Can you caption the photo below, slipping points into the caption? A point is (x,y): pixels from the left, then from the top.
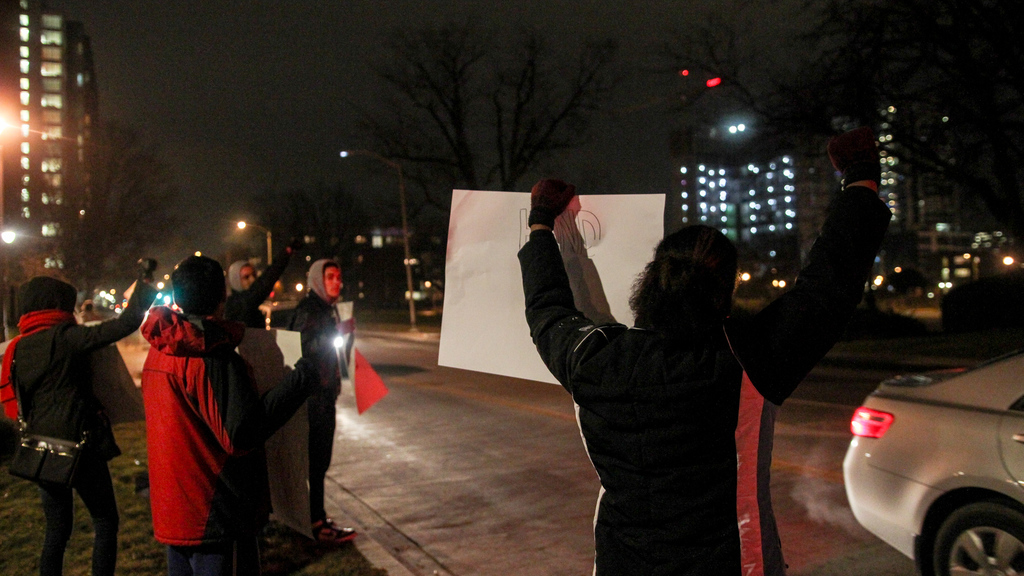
In this image we can see a few buildings (753,189), street lights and many trees (910,37) in the image. A group of people (223,320) are standing and holding some objects (258,339) at the left (326,370) and center of the image (485,307).
